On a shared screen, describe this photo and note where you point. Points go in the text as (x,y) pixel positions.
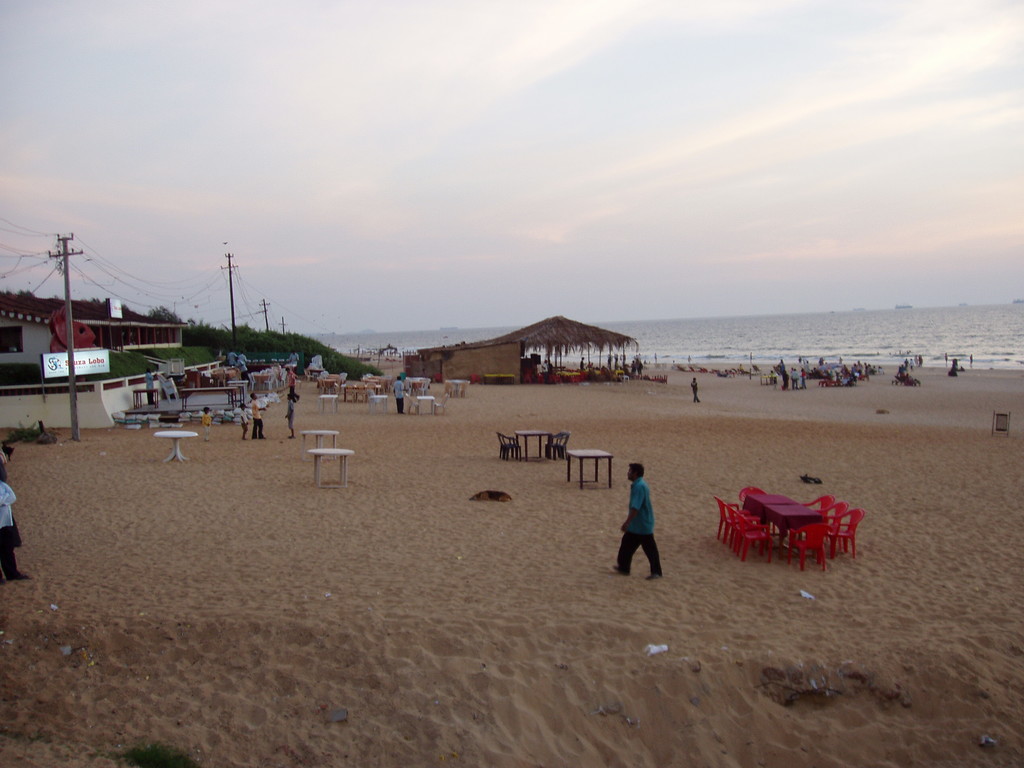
This image is clicked near the beach (495,535). At the bottom (355,628), there is sand (180,618). In the front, we can see many chairs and tables (233,369). There are many persons (850,376) in this image. On the left (27,346), we can see a building (16,320) along with trees (328,367) and plants (351,371). In the middle (457,350), there is a hut (596,333). On the right (886,326), there is water (755,321). At the top (496,89), there is sky (276,266). On the left (228,296), we can see the electric poles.
